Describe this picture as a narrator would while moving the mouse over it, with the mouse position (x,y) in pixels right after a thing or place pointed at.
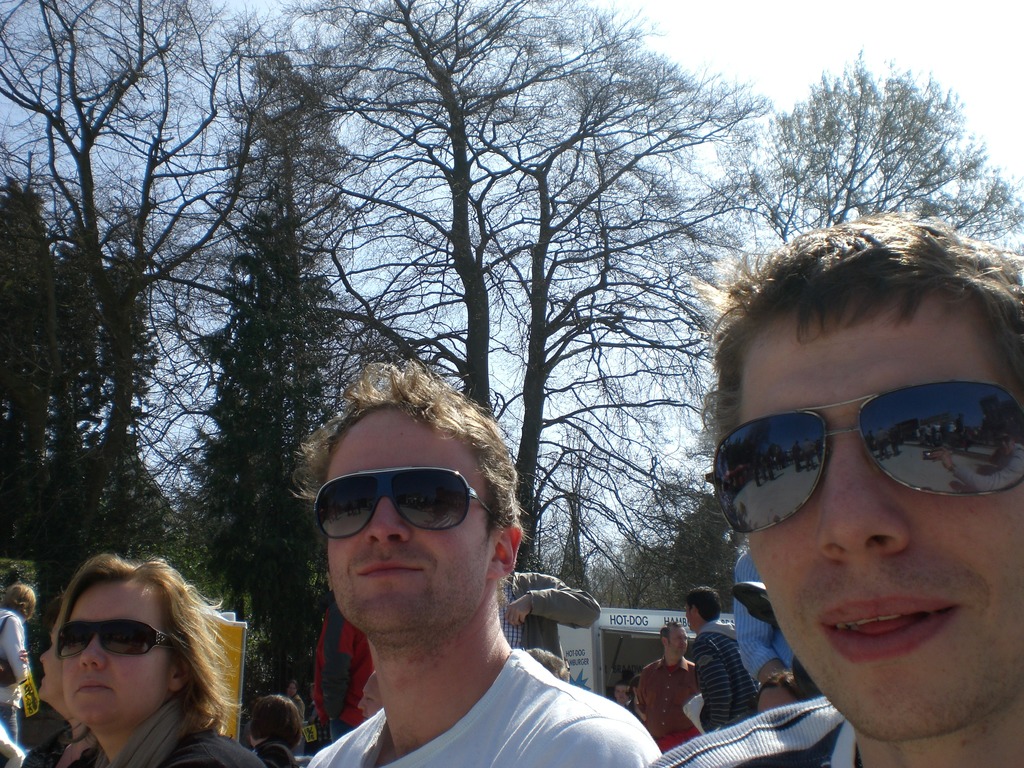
In the picture I can see three persons (509,669) wearing goggles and there are few other persons (531,643) and trees (436,330) in the background (278,311).
